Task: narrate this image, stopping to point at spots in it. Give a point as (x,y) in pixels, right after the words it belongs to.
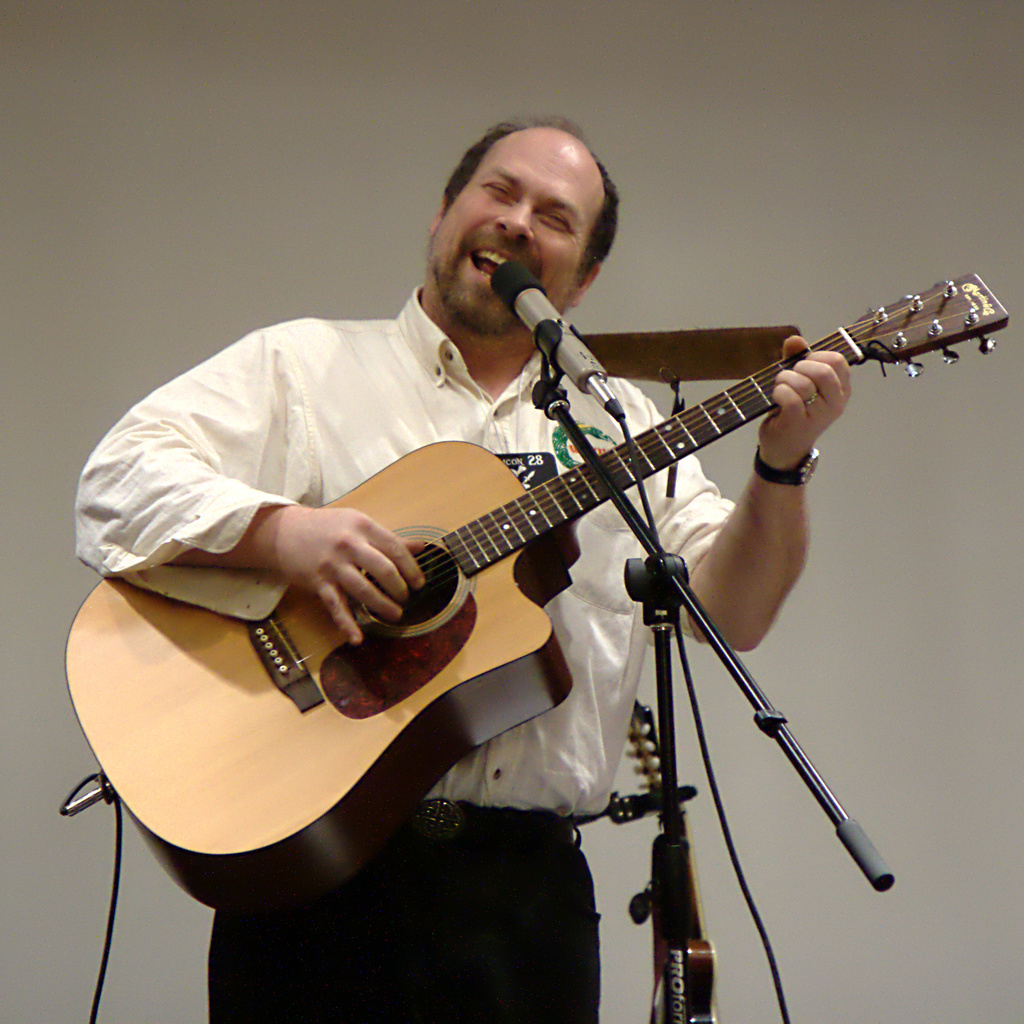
Here is a man (457,924) standing and singing a song. He is playing guitar (523,532). This is the mic (561,358) attached to the mike stand (669,576).
